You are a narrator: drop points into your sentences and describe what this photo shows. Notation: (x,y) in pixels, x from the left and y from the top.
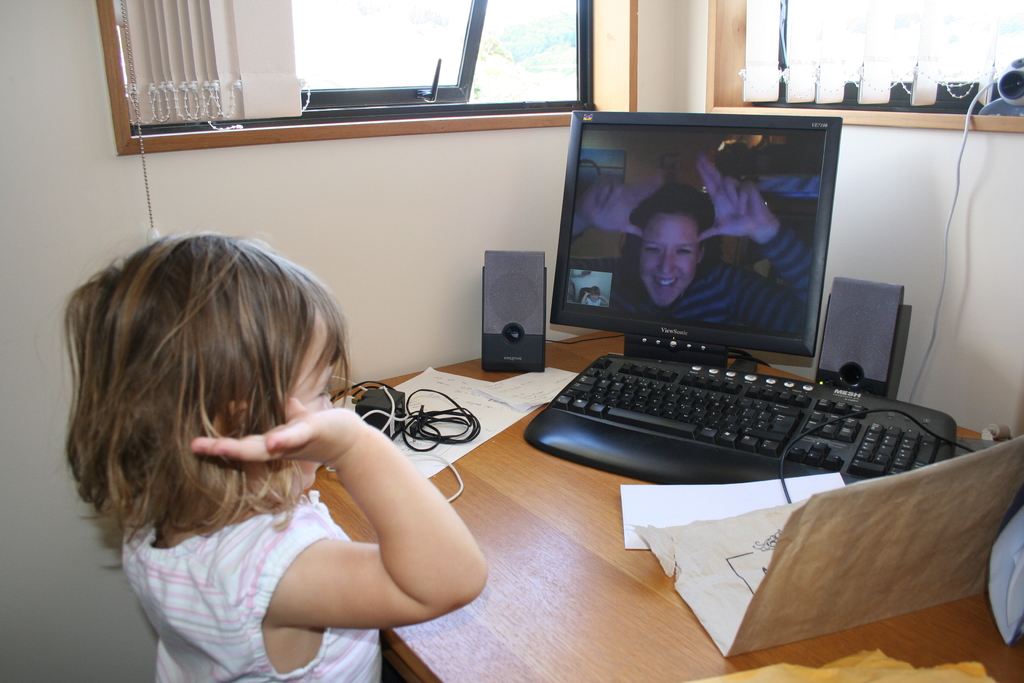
This image is taken inside a room (729,621). In the left side of the image (276,305) there is a kid (369,664) standing in front of table (454,679). In the middle of the image (499,452) there is a table (485,550) and on top of that there is a keyboard (616,434), speaker boxes (883,334), monitor (827,190) and few papers (703,523) on it were present. At the background (464,334) there is a wall (431,143) and window (303,5) with window blind (233,75).
